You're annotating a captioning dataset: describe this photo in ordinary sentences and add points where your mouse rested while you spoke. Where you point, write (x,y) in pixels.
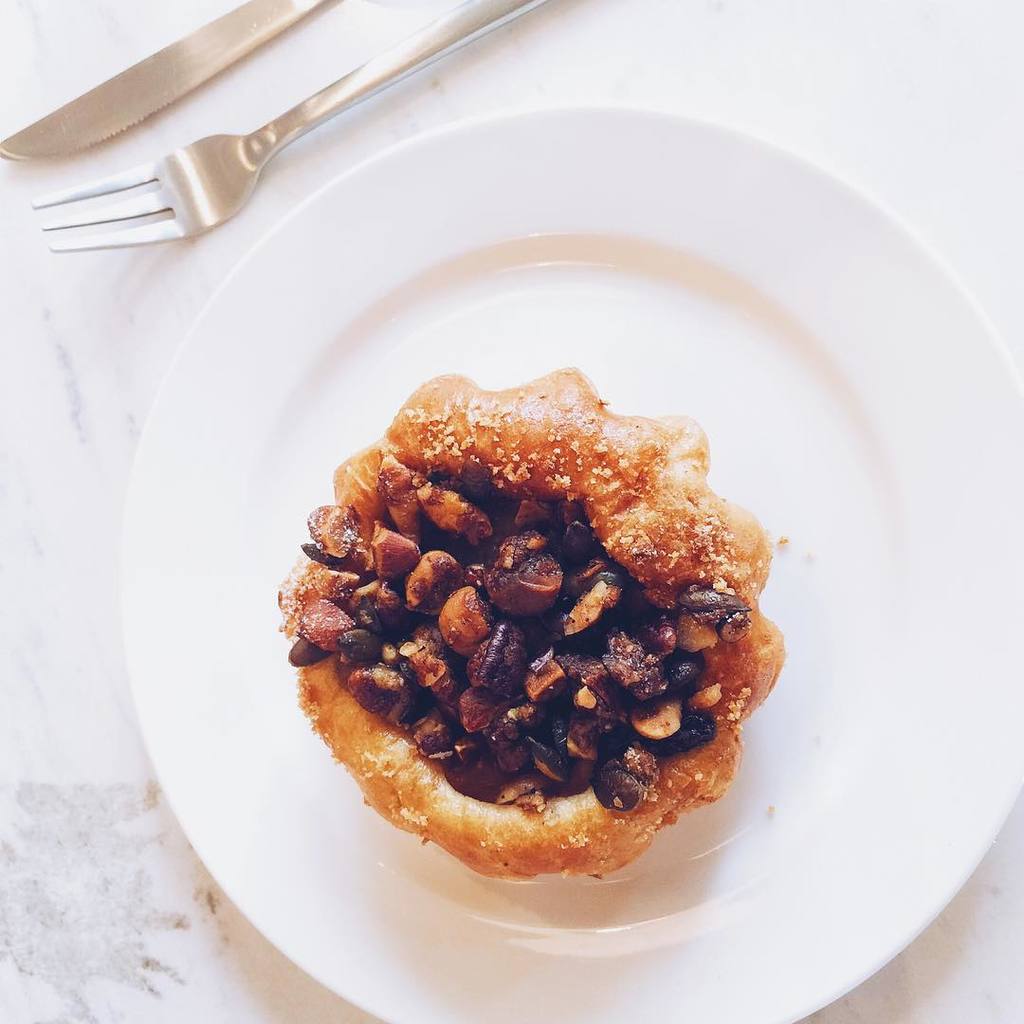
In this image, we can see food (546,757) on the white plate (845,376). This white plate (891,936) is placed on the white surface (120,848). Top of the image (164,62), we can see a knife (207,48) and fork (265,164).
